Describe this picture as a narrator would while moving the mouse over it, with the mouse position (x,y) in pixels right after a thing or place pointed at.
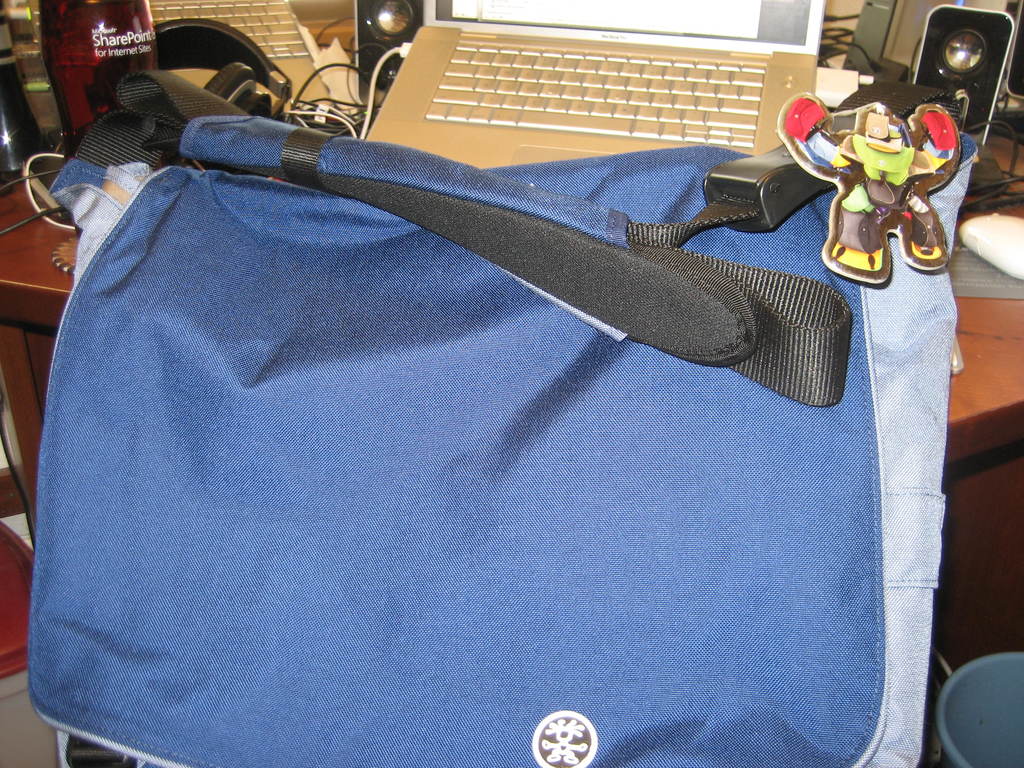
In the image we can see there is a laptop (489,84), bottle (97,65), headphones (251,84) and belt (697,289).
